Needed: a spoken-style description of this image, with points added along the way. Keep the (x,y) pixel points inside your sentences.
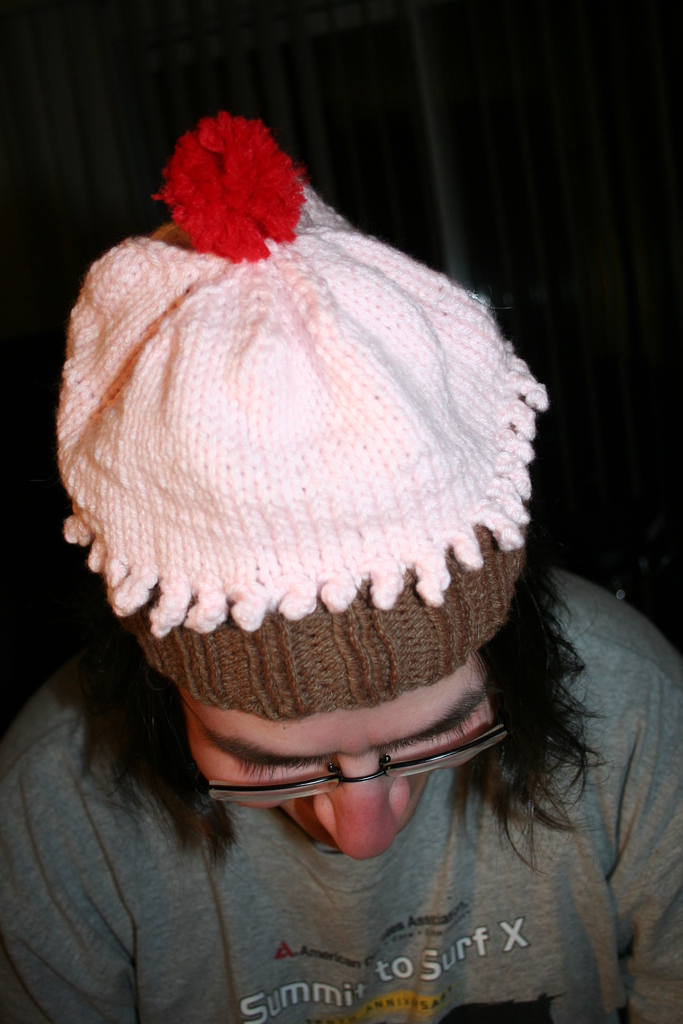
In this picture I see a man (230,839) in front (45,819) and I see that he is wearing a cap (215,445) which is of pink, red and brown in color and I see that it is a bit dark in the background (583,290) and I see something is written on his t-shirt (394,939).
